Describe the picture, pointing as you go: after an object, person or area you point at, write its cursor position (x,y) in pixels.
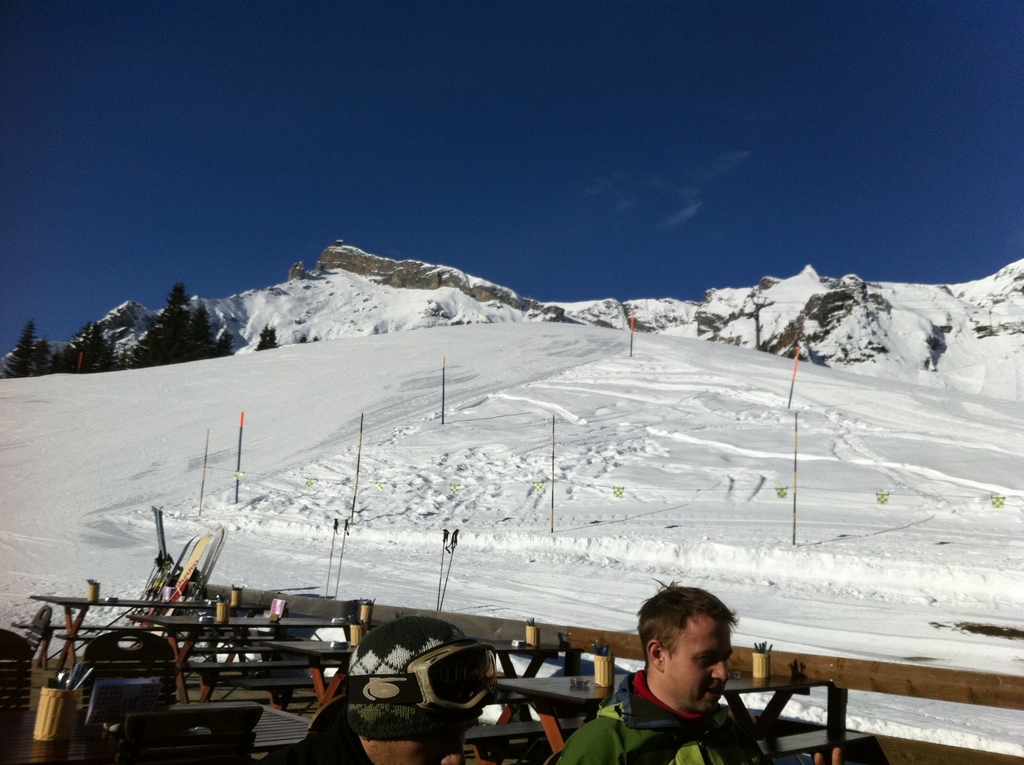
In this image, I can see the snowy mountains (513,360). These are the trees (104,357). At the bottom of the image (420,698), I can see two people (613,722). These are the tables (253,629) and chairs (138,717). I can see the poles (442,399) in the snow (611,356). This is the sky (651,147).
